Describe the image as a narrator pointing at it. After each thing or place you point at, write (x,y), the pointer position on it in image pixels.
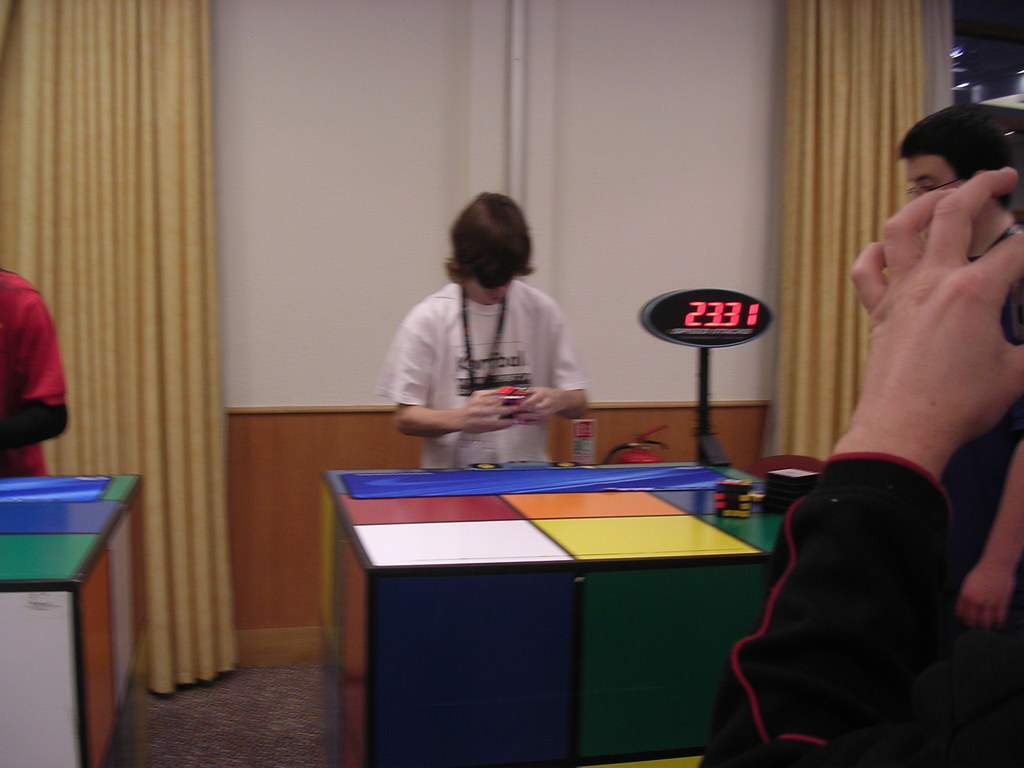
In this image we can see a person (537,336) in the middle (467,291) holding an object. Behind the person (506,453) we can see a wall (478,178) and curtains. In front of the person (510,457) we can see a table (541,505) and on the table (442,510) there are few objects (557,471). On the right side (849,476), we can see two persons (955,344) and behind the person (964,155) we can see a glass (1003,102). On the left side (36,457), we can see a person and a table (52,606).
